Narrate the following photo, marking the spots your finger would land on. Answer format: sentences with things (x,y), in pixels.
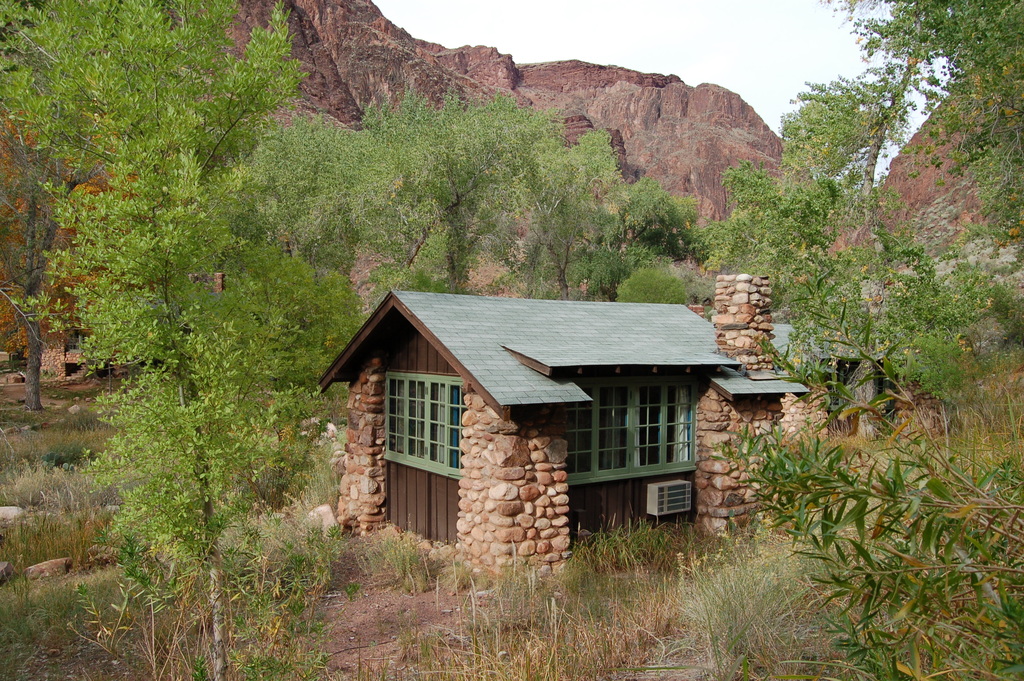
In the middle (414,299) I can see a house (502,563), grass (501,579), trees (776,287), mountains (1004,253) and the sky (576,4). This image is taken may be during a day.
